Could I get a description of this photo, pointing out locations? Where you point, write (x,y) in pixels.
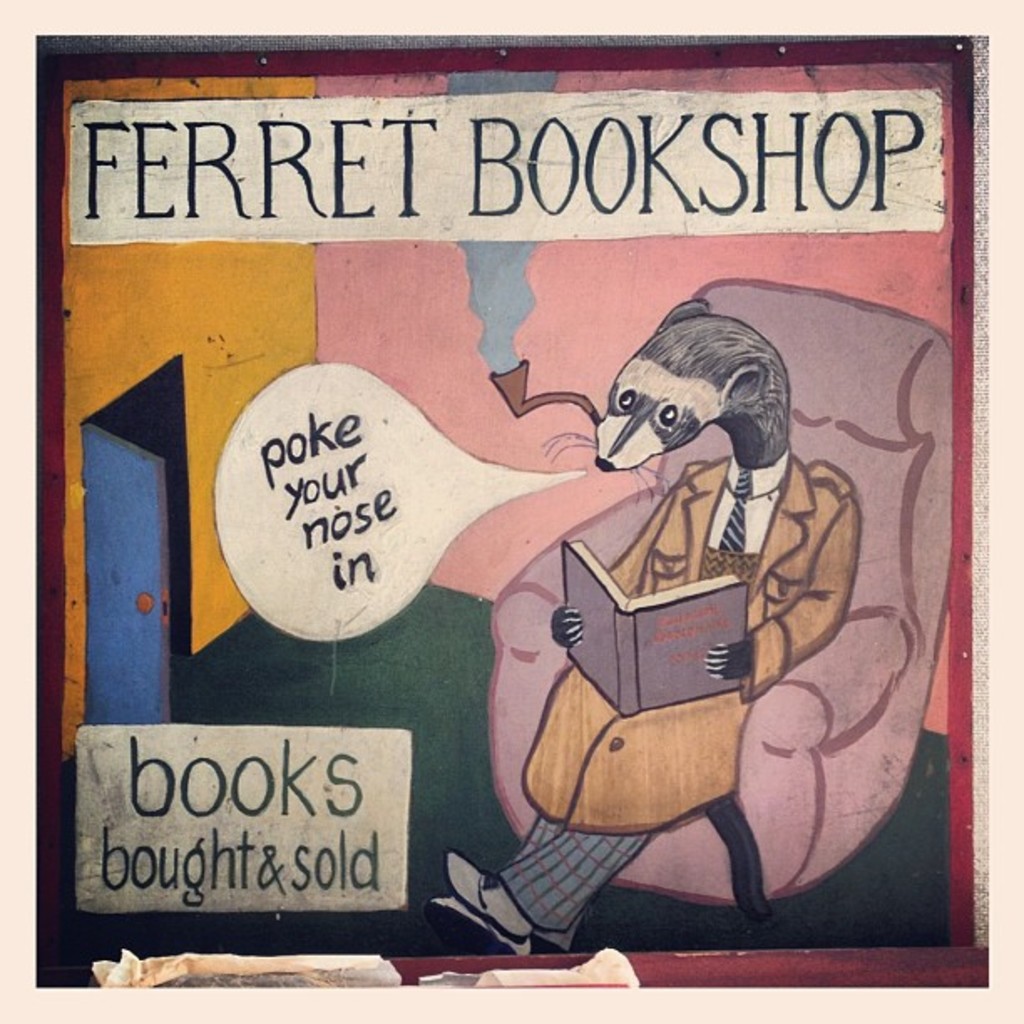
In this image in the front (643,589) there is a drawing (753,586) of an object (739,669) holding a book (596,638) and there is a sofa (826,718) which is pink in colour and there is a door (139,559) which is blue in colour and there are some texts (636,148) written on it.
